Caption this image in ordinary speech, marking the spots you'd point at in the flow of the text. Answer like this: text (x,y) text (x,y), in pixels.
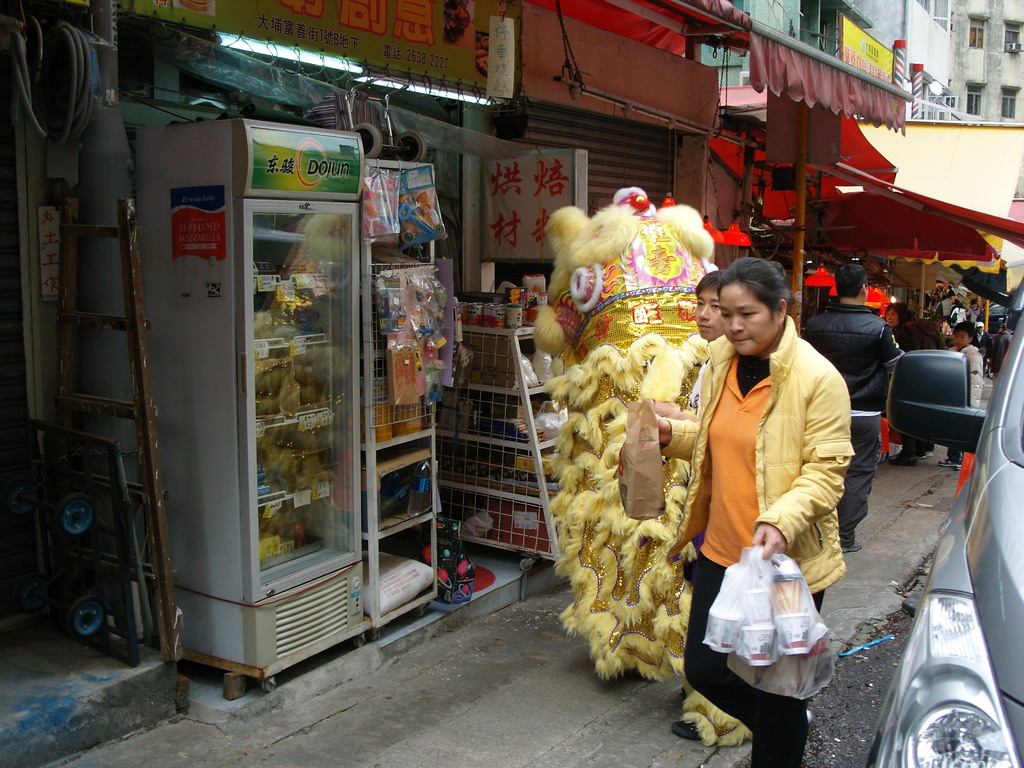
In this image I can see a woman (771,426) wearing black, orange and yellow colored dress (768,430) is standing and holding few bags (790,625) in her hand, a grey colored car (994,564) on the road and few other persons (845,339) standing on the road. In the background (906,7) I can see few buildings (918,21), a refrigerator (356,246), few other objects (377,325) and a yellow colored costume (610,374).
